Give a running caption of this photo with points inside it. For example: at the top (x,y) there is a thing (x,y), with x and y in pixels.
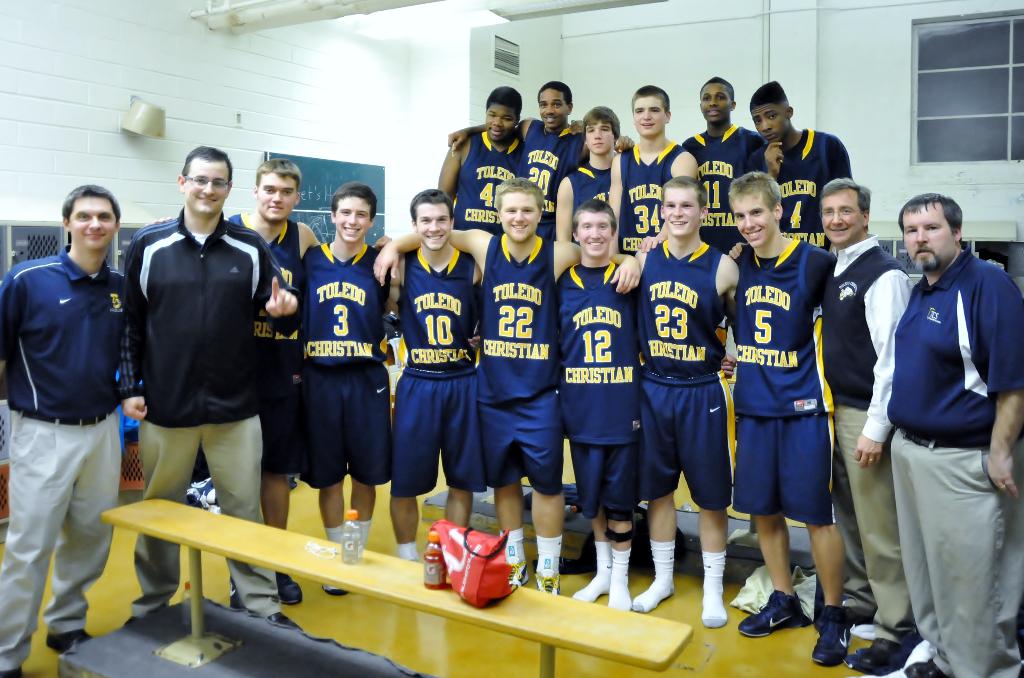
In this picture i can see the players (371,402) who are wearing blue dress (550,476) and white socks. Beside them there are four persons (901,416) were smiling. At the bottom (468,598) i can see sports drink bottle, water bottle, red bag (457,559) and other object (326,544) on the bench (578,648). In the back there is a board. In the top right corner (931,109) there is a window (997,100). On the left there is a light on the wall (173,68).
